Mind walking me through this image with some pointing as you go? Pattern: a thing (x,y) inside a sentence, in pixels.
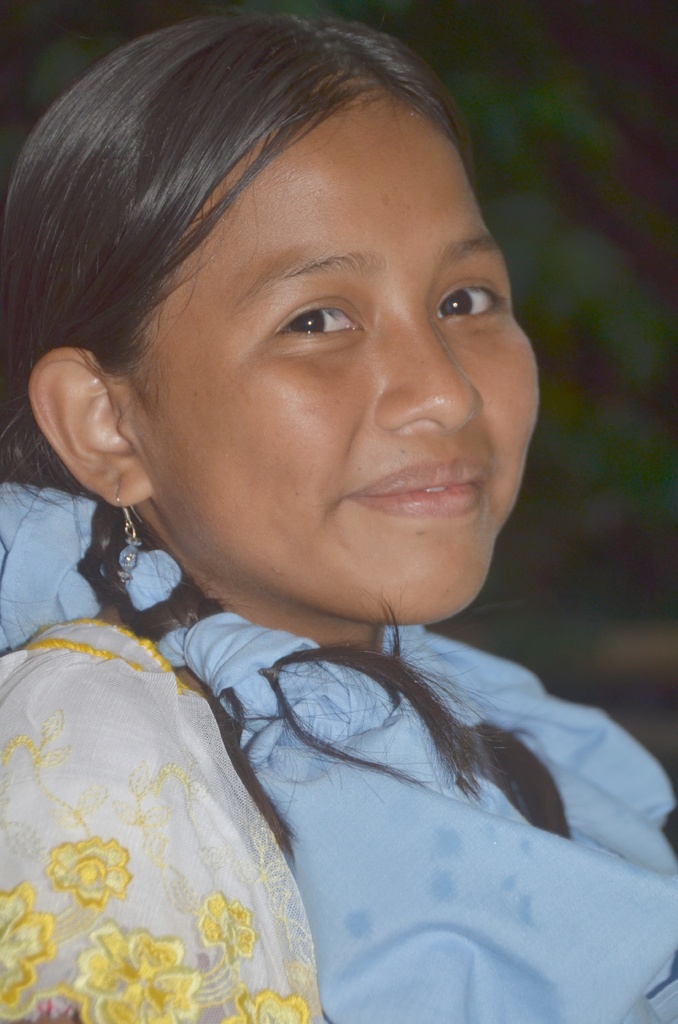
In this image there is a girl (280,596) with a smile on her face (326,301). The background (666,82) is blurred.
